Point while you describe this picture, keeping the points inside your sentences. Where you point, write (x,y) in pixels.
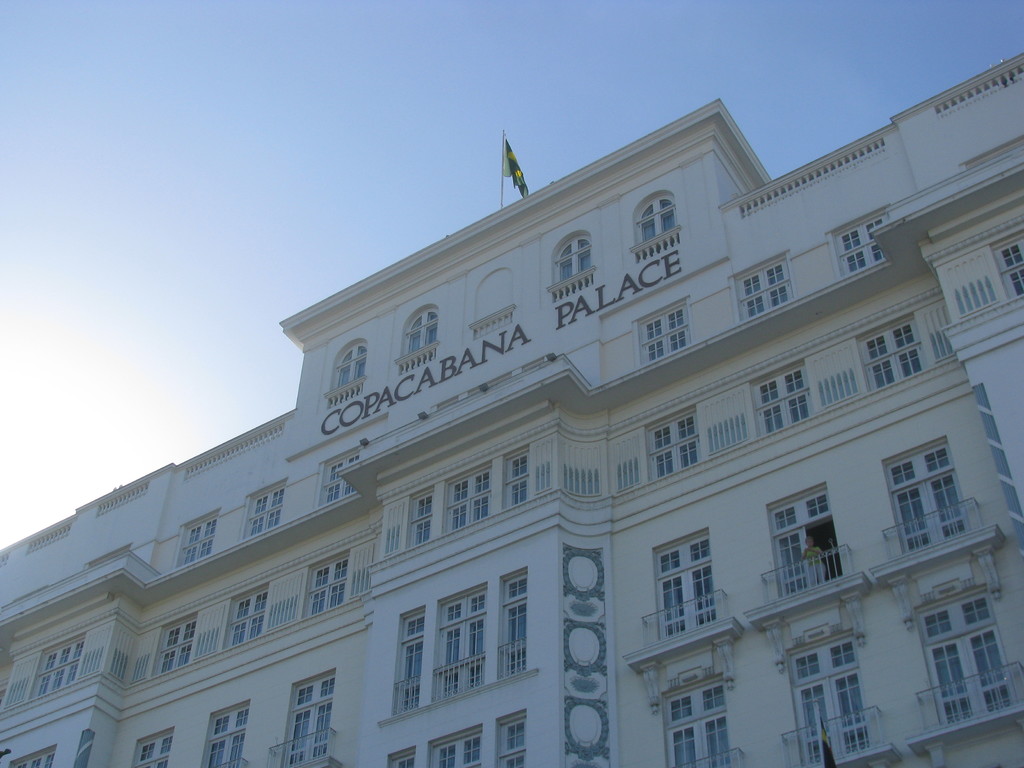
In this picture I can see there is a building (748,443) and there is name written on the building (420,387) and it has some windows (693,620) and the sky (195,308) is clear.
